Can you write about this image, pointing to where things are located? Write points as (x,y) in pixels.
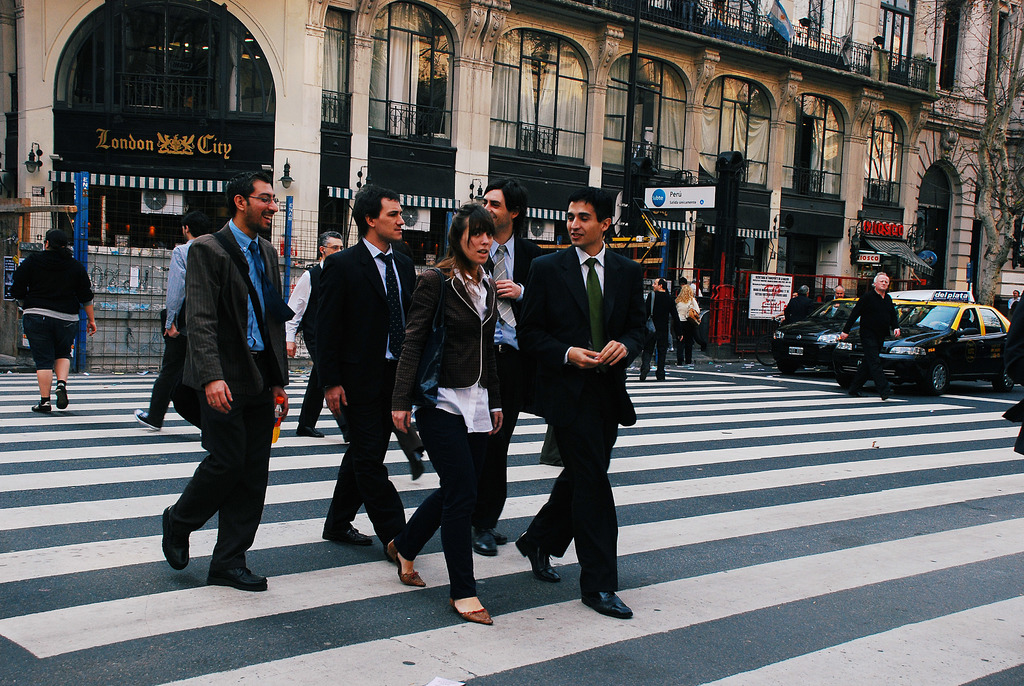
In the picture I can see people (590,233) wearing black color blazers (212,351), a woman (449,397) and a few more people (23,312) are crossing the road (687,519) at the zebra crossing (742,504), I can see vehicles (924,327) on the road (780,387), I can see boards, building (429,182) with glass windows (881,115), a tree (993,261) and a flag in the background (1010,166).
